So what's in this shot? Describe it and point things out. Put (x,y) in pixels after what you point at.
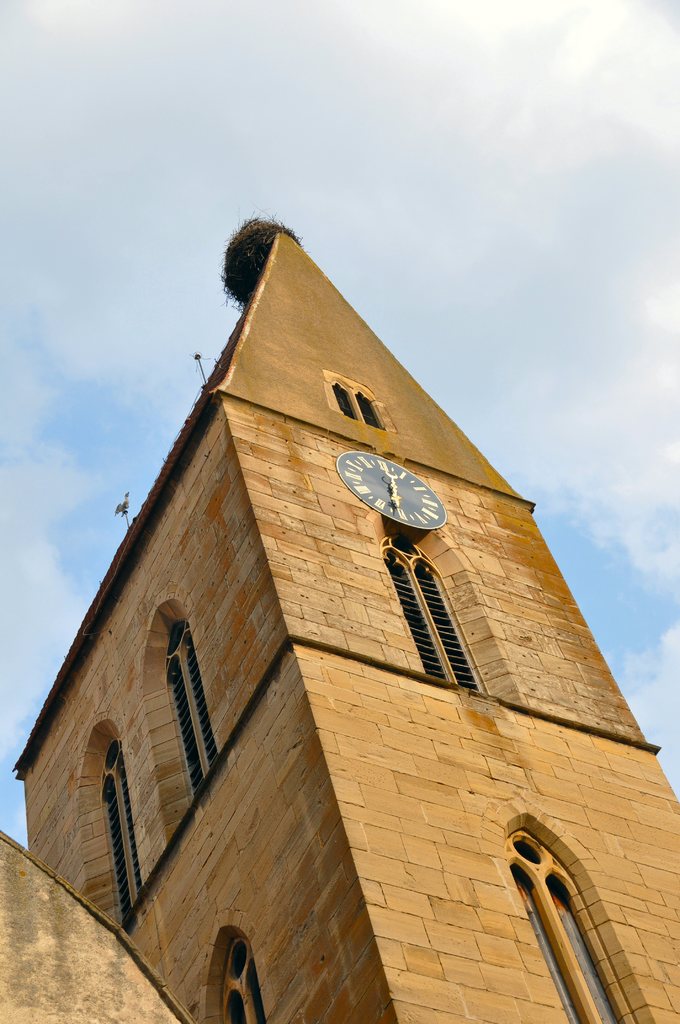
In this image there is a building (352,759) in the middle (334,551). To the building (326,594) there is a wall clock (394,473). At the top (70,162) there is the sky (98,121). We can see that there are windows (179,723) to the building (310,880).
